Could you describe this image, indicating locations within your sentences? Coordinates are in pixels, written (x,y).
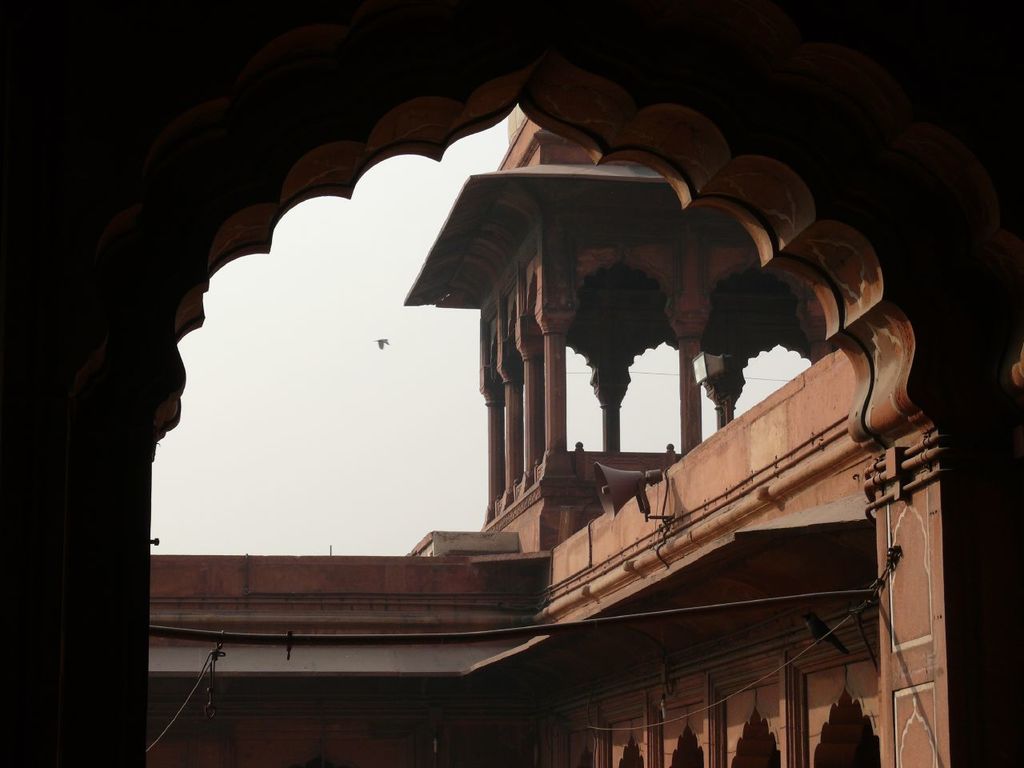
In this image in the foreground (125,334) there is one fort (389,628) and in the center (359,458) there is sky (426,448), on the right side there is one speaker (607,487).
